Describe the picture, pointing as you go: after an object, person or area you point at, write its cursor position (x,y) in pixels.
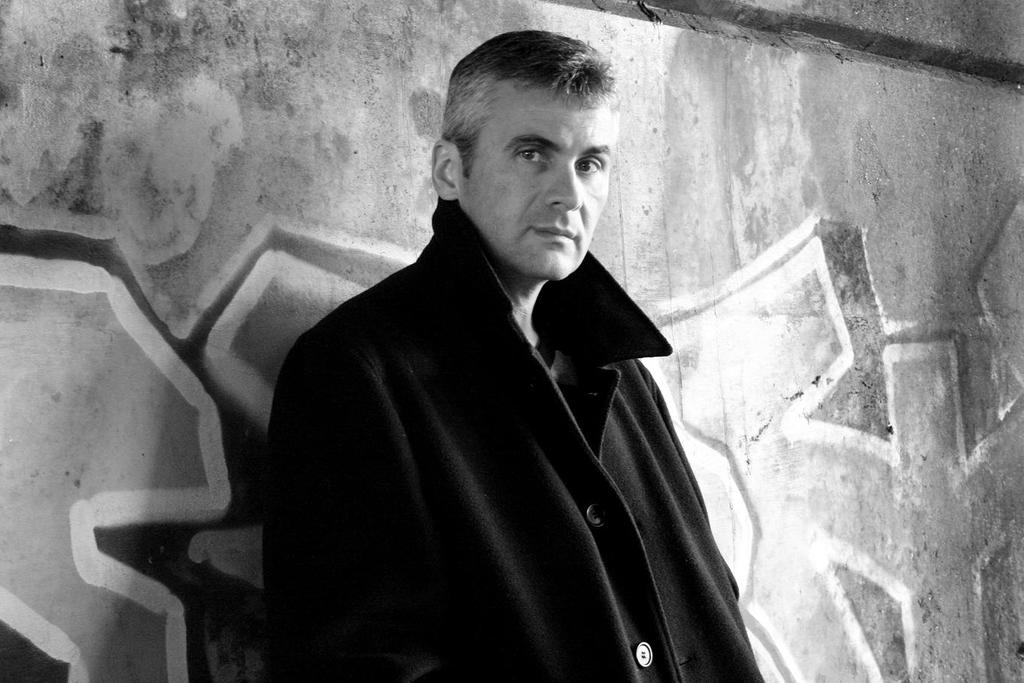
In this image we can see this person (651,477) wearing black jacket (441,630) is standing near the wall (724,430). In the background (236,220), we can see graffiti (165,560) on the wall (220,236).
